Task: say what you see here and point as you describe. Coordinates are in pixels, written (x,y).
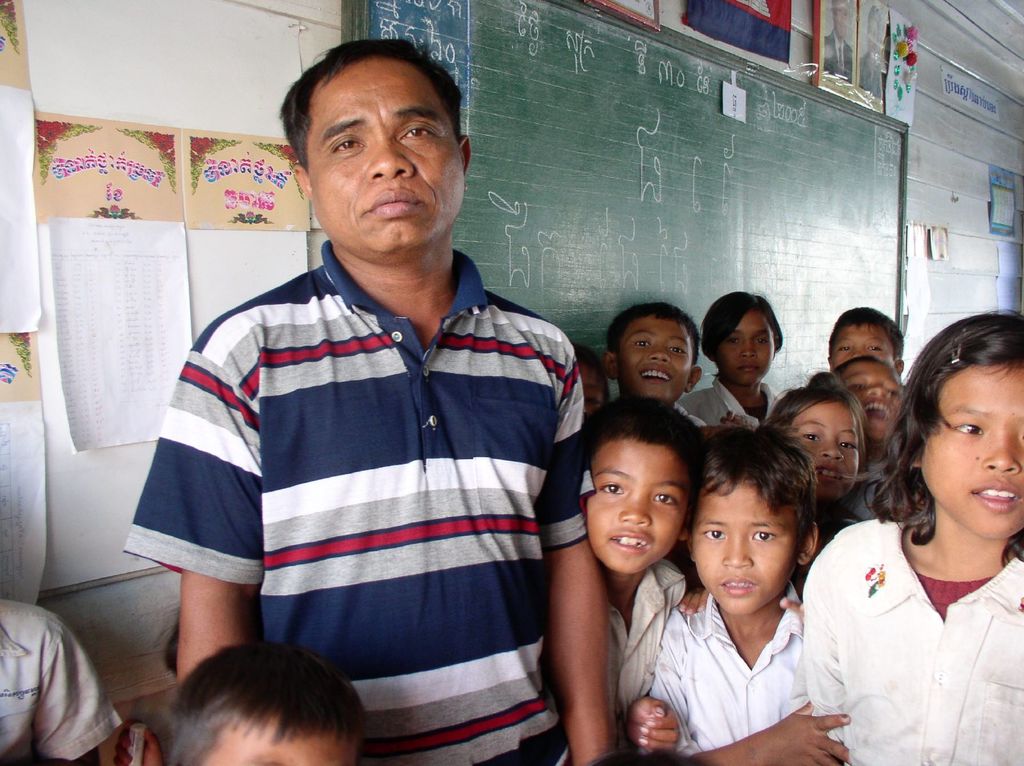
Here I can see a man (385,493) and few children (609,498) are standing and giving pose for the picture. At the back of these people (426,593) there is a wall (219,75) to which few papers (202,221), a board (558,173) and photo frames (834,44) are attached.
